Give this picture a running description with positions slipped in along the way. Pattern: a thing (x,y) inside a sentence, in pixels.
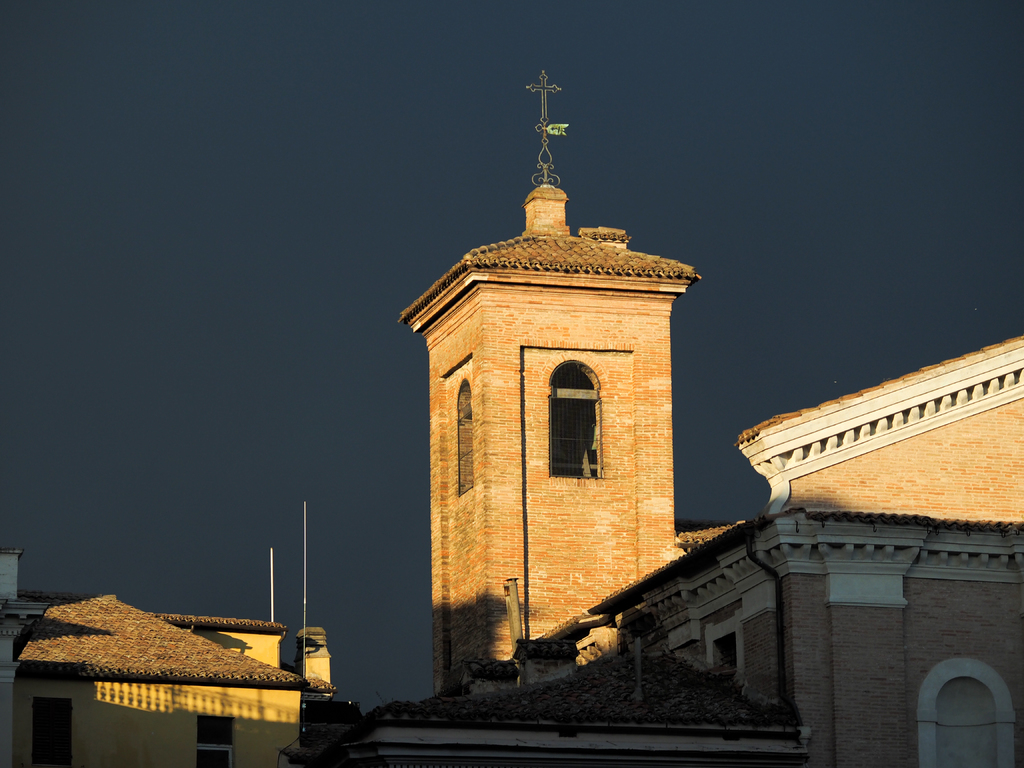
In this image I can see few buildings (763,576) and on the buildings (230,641) I can see few metal objects (544,170). In the background (300,188) I can see the sky (602,211).
